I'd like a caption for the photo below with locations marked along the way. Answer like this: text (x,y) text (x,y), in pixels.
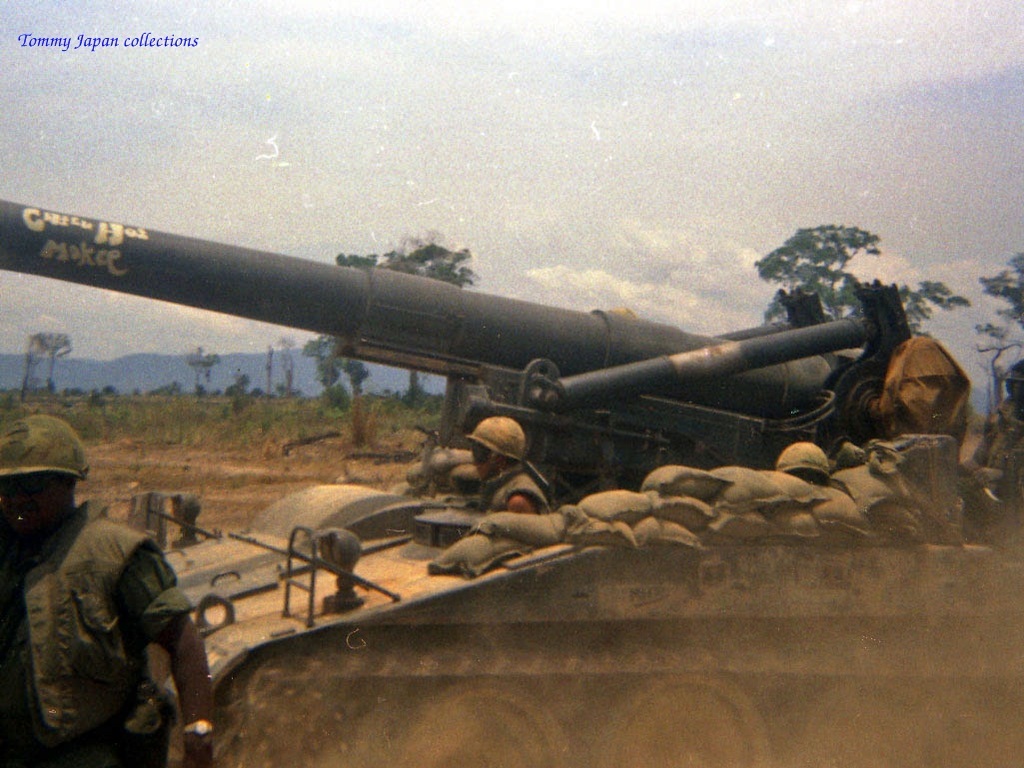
On the left side (63,625), there is a person (59,591) in an uniform (77,588), wearing a spectacle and standing. On the right side (897,707), there is a vehicle (903,725) in which, there are two persons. In the background (438,405), there are trees (360,379) and plants (333,414) on the ground (317,407), there is a mountain (151,378) and there are clouds (524,99) in the blue sky (624,83).
